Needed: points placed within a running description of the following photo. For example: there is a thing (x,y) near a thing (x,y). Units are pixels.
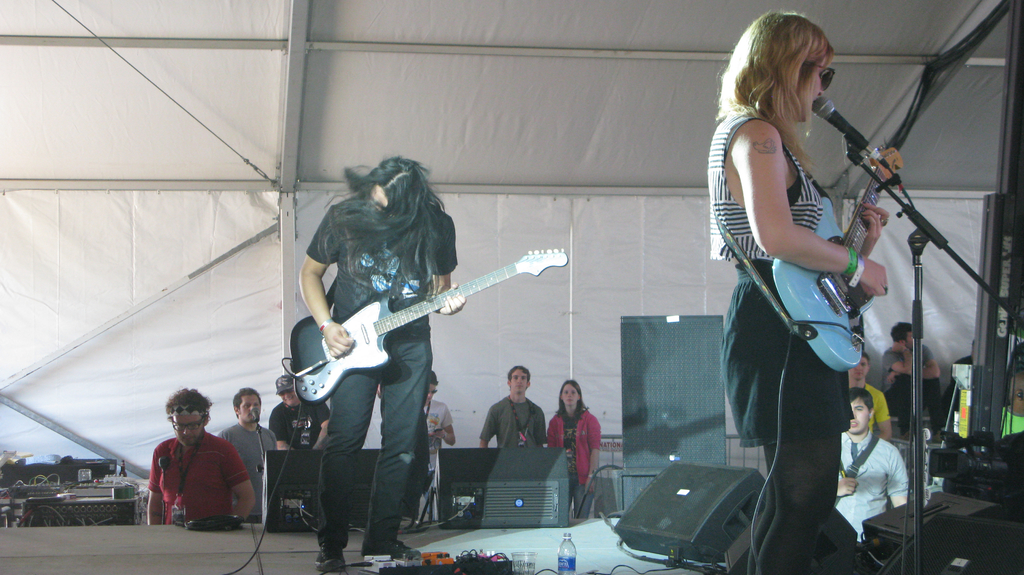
In this image i can see a group of people (443,413) standing on the floor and on the stage (432,543) we can see two persons (774,477) playing a guitar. The person (791,482) on the right side (818,55) is a woman (725,130) who is singing in front of the microphone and on the left side (334,342) the person (426,285) is playing a guitar (419,311). On the stage (417,544) we can see a water bottle (567,560) and a speaker (678,485) and a couple of objects (431,561).
